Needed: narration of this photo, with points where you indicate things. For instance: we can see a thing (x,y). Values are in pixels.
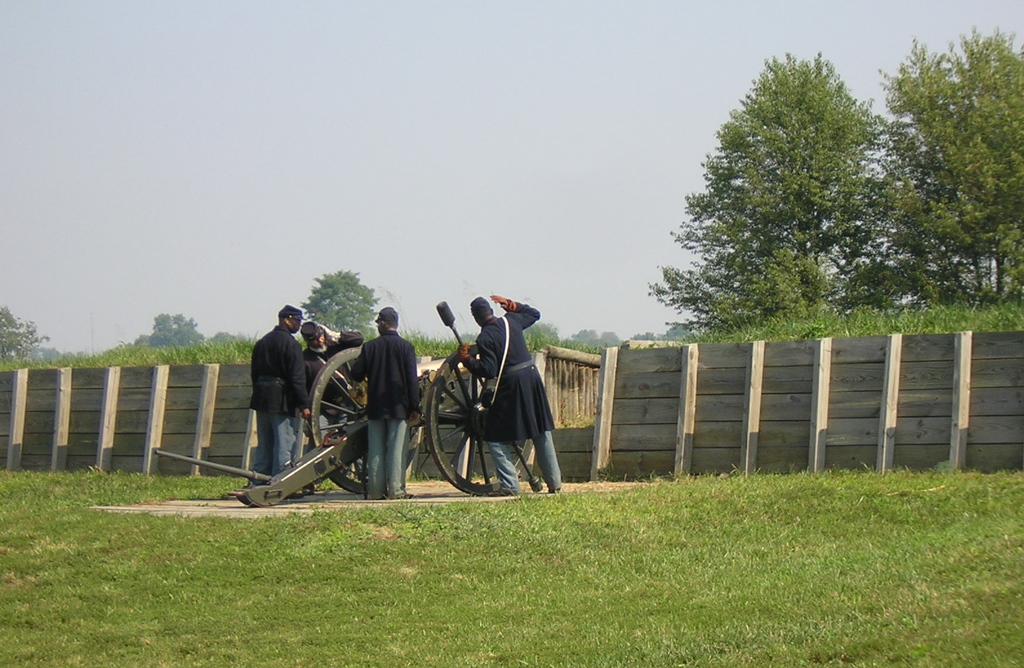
In the foreground of this image (342,397), there are people (381,405) standing near a cannon (339,456) around which there is grass (370,589). Behind it, there is a wooden wall (746,401). In the background (783,259), there are trees (338,295) and at the top (314,121), there is the sky (279,126).
